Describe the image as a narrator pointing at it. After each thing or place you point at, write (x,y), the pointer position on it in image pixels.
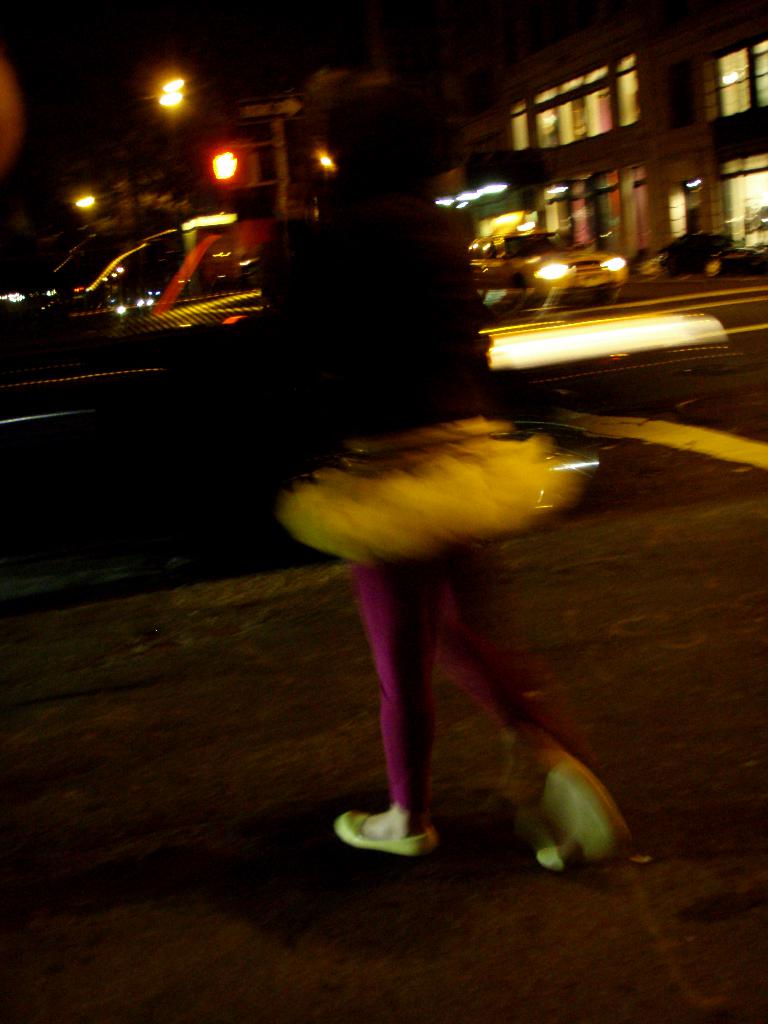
In this image I can see few buildings (734,132), lights (537,353), windows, few vehicles (239,233) and one person (560,726) is walking. The image is dark.
